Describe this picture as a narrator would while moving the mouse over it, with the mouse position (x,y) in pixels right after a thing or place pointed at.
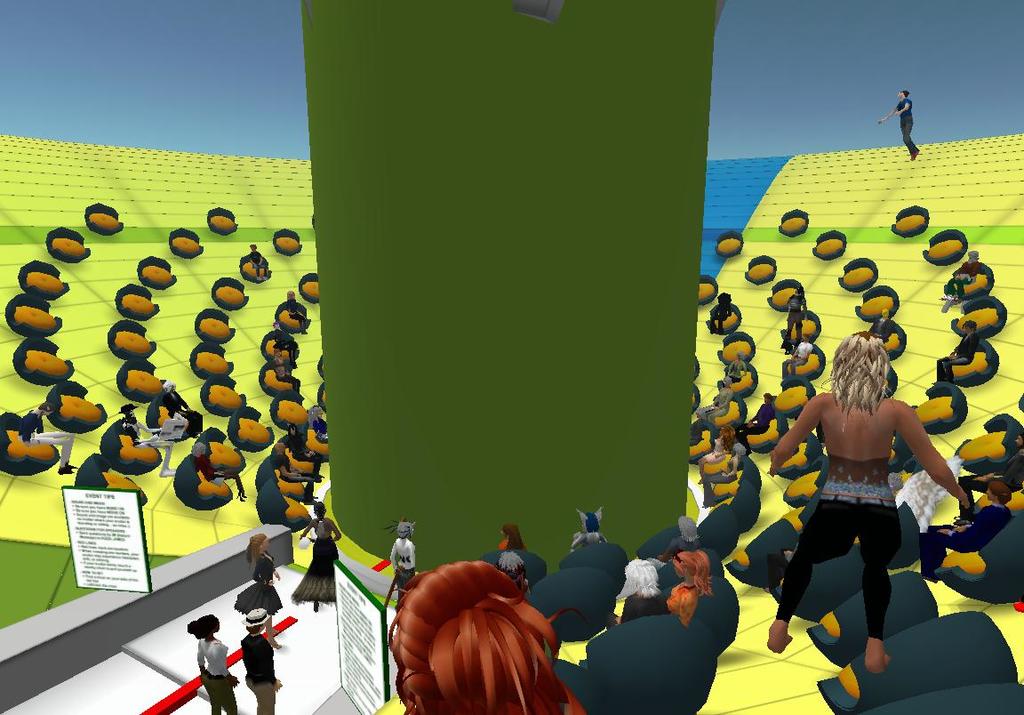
This is an animated image where we can see different creatures (939,470) are standing here and some creatures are sitting, here we can see a green color pillar (515,308), some boards (360,660) and the background of the image (980,74) is in blue color.
